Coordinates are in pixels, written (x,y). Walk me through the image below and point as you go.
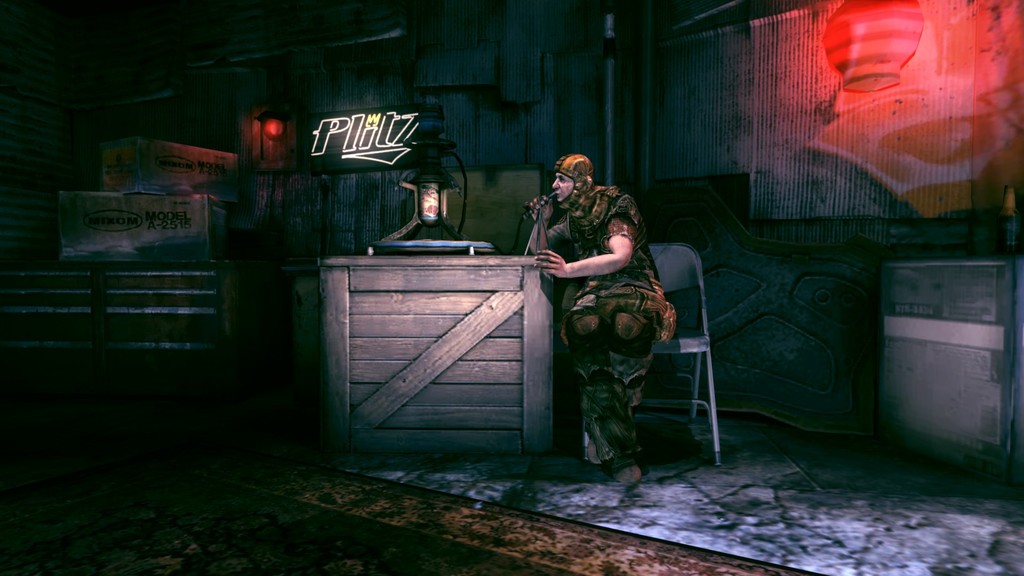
It is an animated image. In this image there is a person (611,301) sitting on the chair (695,317) and having a hookah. In front of him there is a table (408,317) and on top of it there is a hookah pot (480,242). On the backside (730,134) there is a wall (696,120) with some text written on it. In front of the wall (617,114) there is a pole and there is a table (133,316). On top of the table (53,263) there are few objects (186,194). We can see lights (917,35) on the backside of the image (880,82). At the bottom (422,574) there is a mat (657,547) on the floor (754,518).
